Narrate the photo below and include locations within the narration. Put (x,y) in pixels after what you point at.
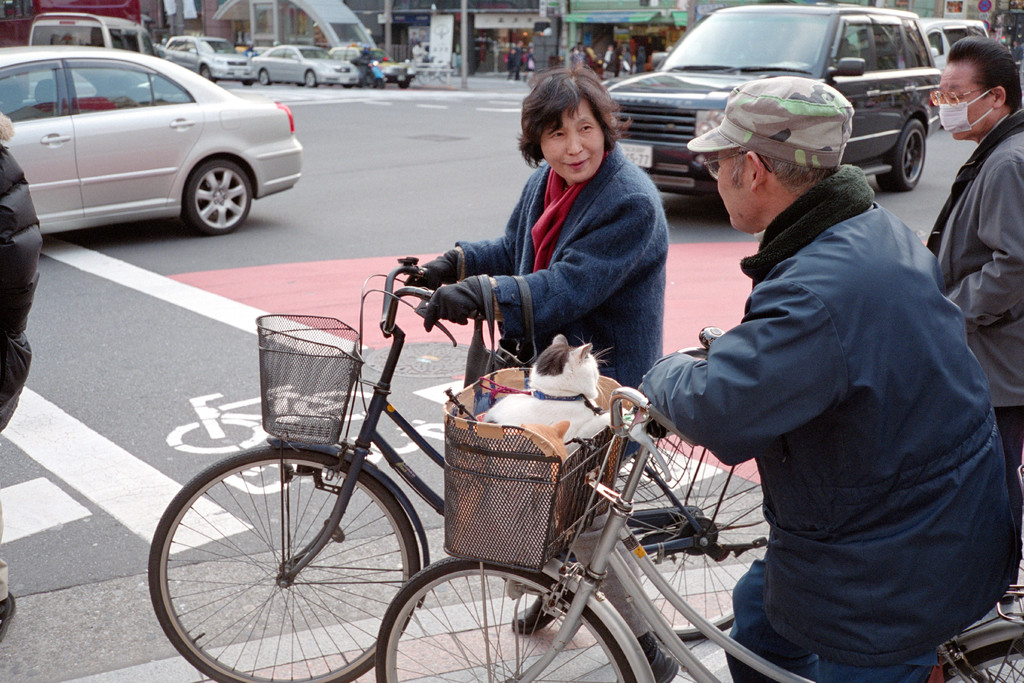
A person (668,402) in the front (842,368) wearing a hat (755,137) and specs (717,163) is sitting on a cycle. On the cycle (597,506) there is a basket (536,438). Inside the basket (504,447) there is a cat (549,398). Also a lady (519,328) holding a bag (494,341) and a gloves (463,310) is sitting on a cycle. There is a road (313,204). On the road (310,192) there are many vehicles (731,78). In the background (442,25) there are buildings (376,20), vehicles (333,59), peoples (588,62). And also in the right (978,187) a person (977,130) wearing a mask (959,123) is walking.
